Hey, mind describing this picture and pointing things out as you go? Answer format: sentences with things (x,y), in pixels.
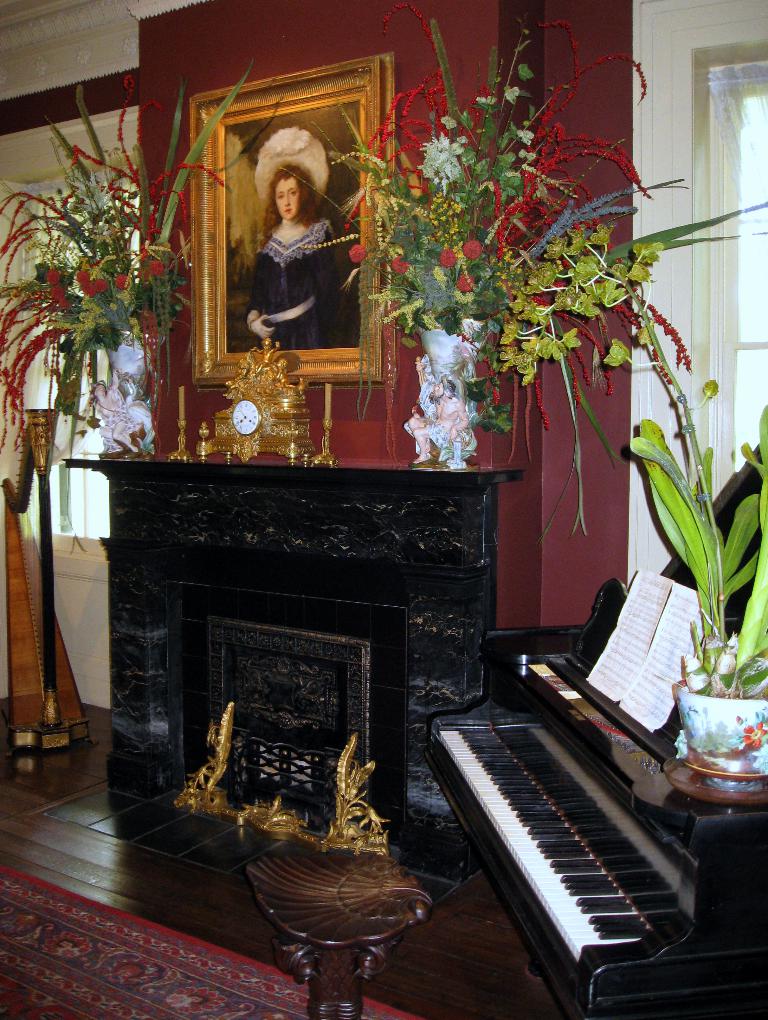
This is a photo frame (311,162) attached to the wall (381,45). These are the flower vases (444,406). This is a piano (537,760) with book (637,695) and house plant (743,687) on it. This looks like a wooden stool (378,898) which is in front of the piano (619,883). I think this is the fire place (304,610) which is black in color. This is a carpet (74,945) on the floor (105,984). I think this is the window (44,194).
